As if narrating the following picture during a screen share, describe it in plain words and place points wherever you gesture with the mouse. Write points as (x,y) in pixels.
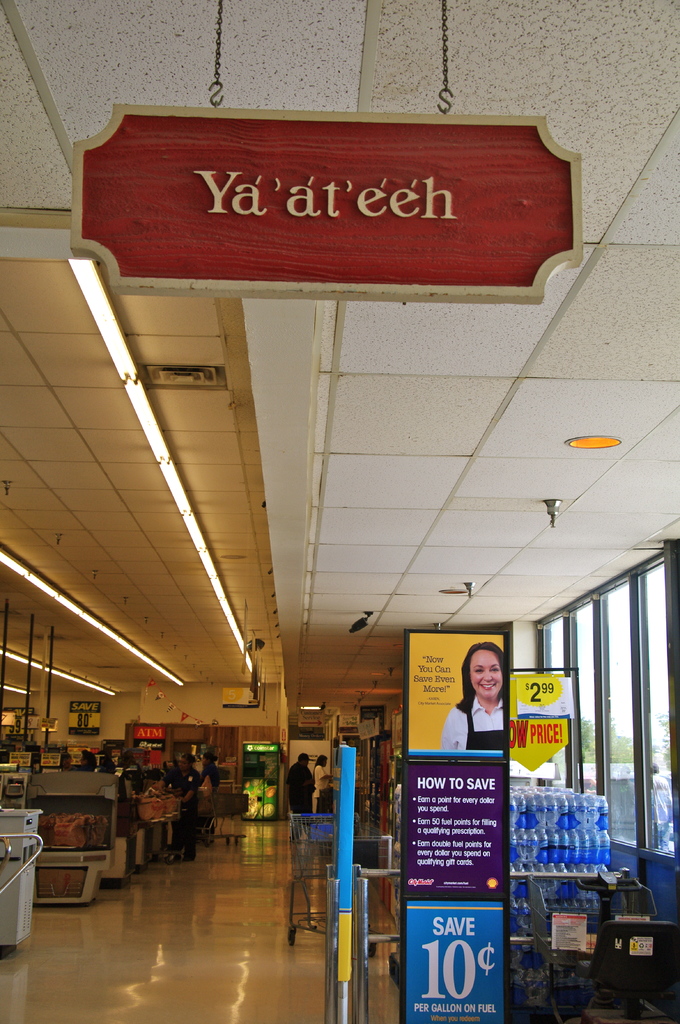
In the foreground of this image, there are few poster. On the right side (582,858) background (576,810), there are many bottles (575,825) with price tag (542,679) and the glass windows (632,683). On the left (17,869) background (188,771), it seems like few electronic devices (31,871), poles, posters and few persons (309,777) standing, ceiling (187,577) and the lights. On the top (125,212), there is a name board (389,284) hanging to the ceiling (341,334).
